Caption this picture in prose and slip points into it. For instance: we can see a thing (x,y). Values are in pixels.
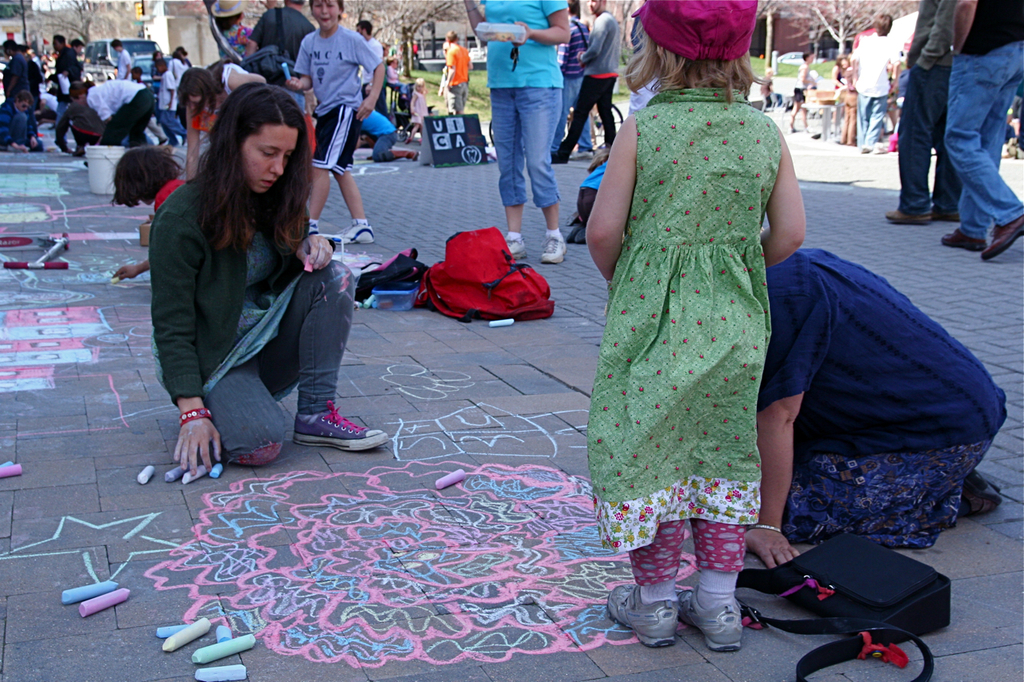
In this image I can see the group of people (175,276) with different color dresses (161,90). I can see few bags (530,317), chalk-pieces (222,650), bucket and boards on the concrete surface (555,341). In the background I can see the vehicles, trees (626,21) and the poles (22,10).
